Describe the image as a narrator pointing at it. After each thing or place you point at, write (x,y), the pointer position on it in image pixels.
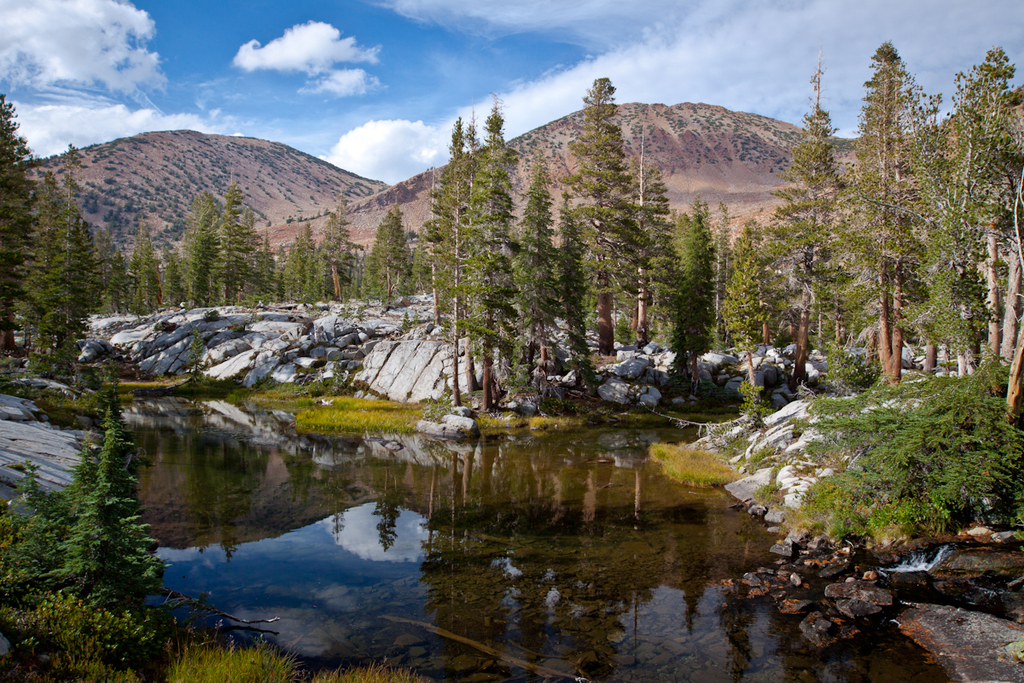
This image is taken outdoors. At the top of the image (148,80) there is a sky (236,97) with clouds (732,42). At the bottom of the image (616,534) there is a pond (265,483) with water (522,538) and there is a ground (829,464) with many rocks (435,384) and grass (218,673) on it and there are a few plants (113,564) and many trees (636,230). In the background (159,181) there are a few hills (731,148).
